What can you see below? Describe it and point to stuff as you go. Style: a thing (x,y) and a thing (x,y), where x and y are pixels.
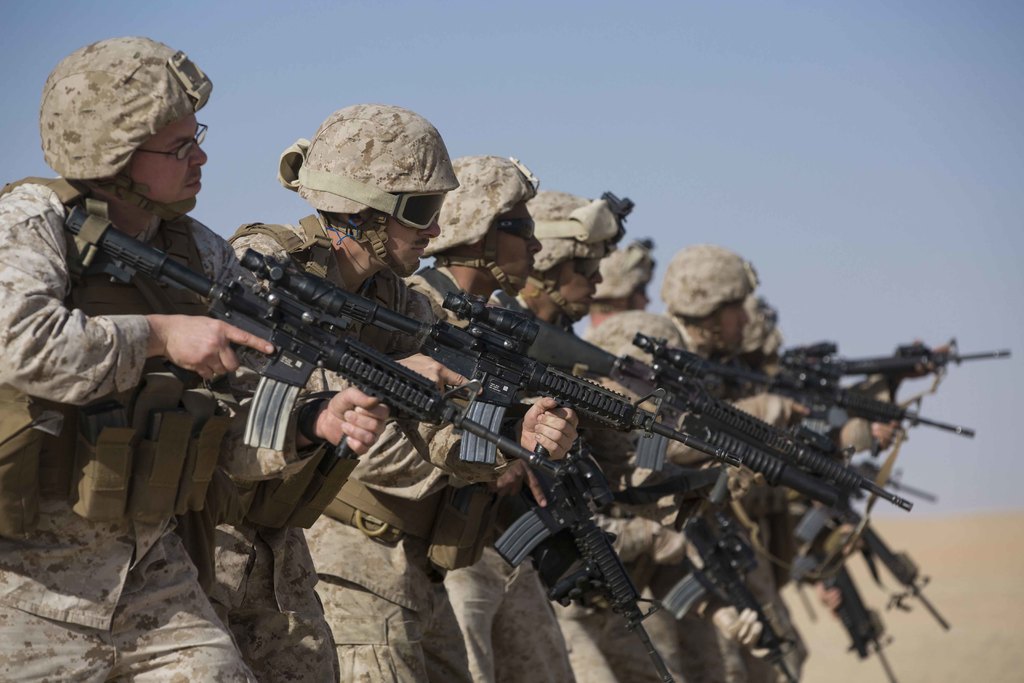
In this image I can see number of people (436,310) are standing and I can see all of them are holding black colour guns (493,397). I can also see all of them are wearing uniforms (31,210), body armours (188,411), helmets (98,117) and except one I can see all are wearing shooting goggles (426,225). On the left side (188,333) I can see one of them is wearing a specs (201,129). In the background (599,58) I can see the sky (513,108) and I can also see this image is little bit blurry.
